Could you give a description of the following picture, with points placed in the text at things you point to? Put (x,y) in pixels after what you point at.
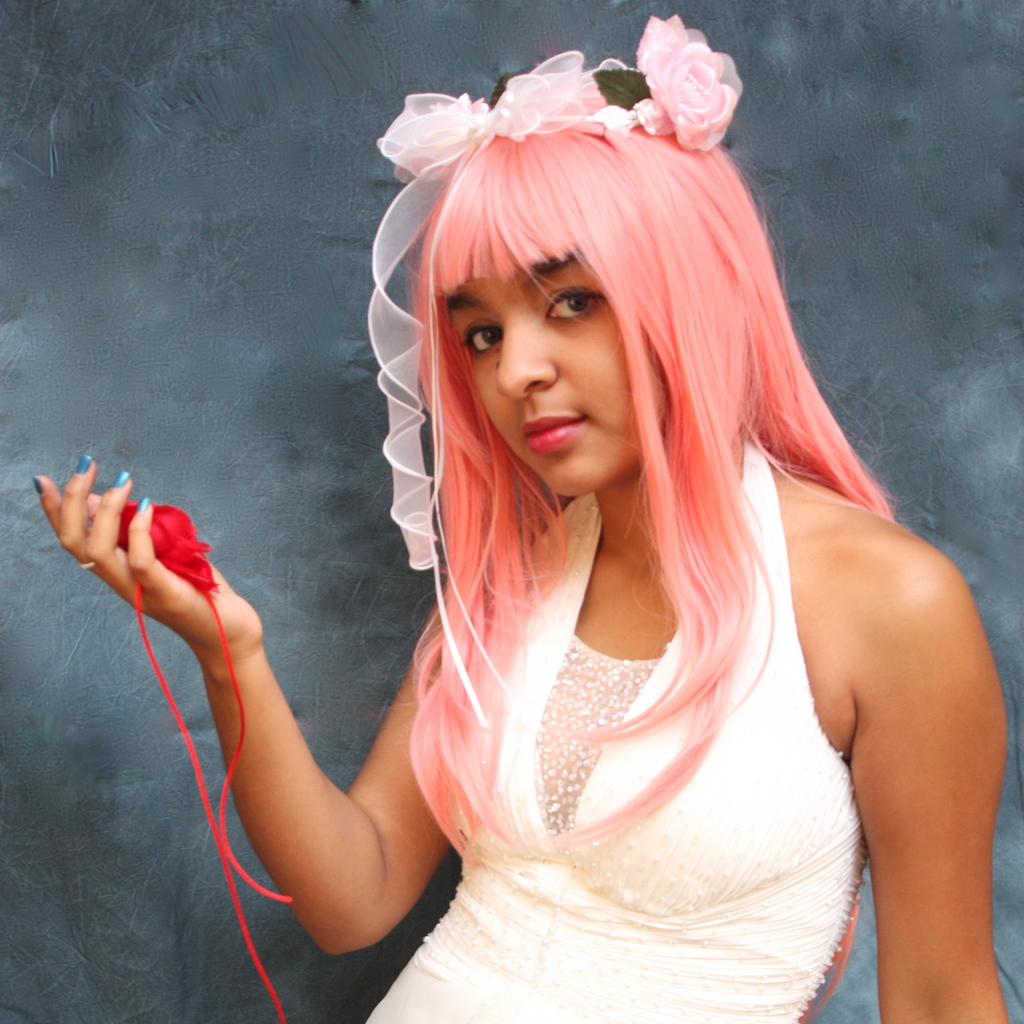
In this image we can see a woman (558,688) wearing white dress (561,957) is standing here. Her hair (518,169) is in pink color on which she is wearing a flower headband (452,147). She is holding something in her hand (147,597), which is in red color. The background of the image (109,624) is in grey color.
